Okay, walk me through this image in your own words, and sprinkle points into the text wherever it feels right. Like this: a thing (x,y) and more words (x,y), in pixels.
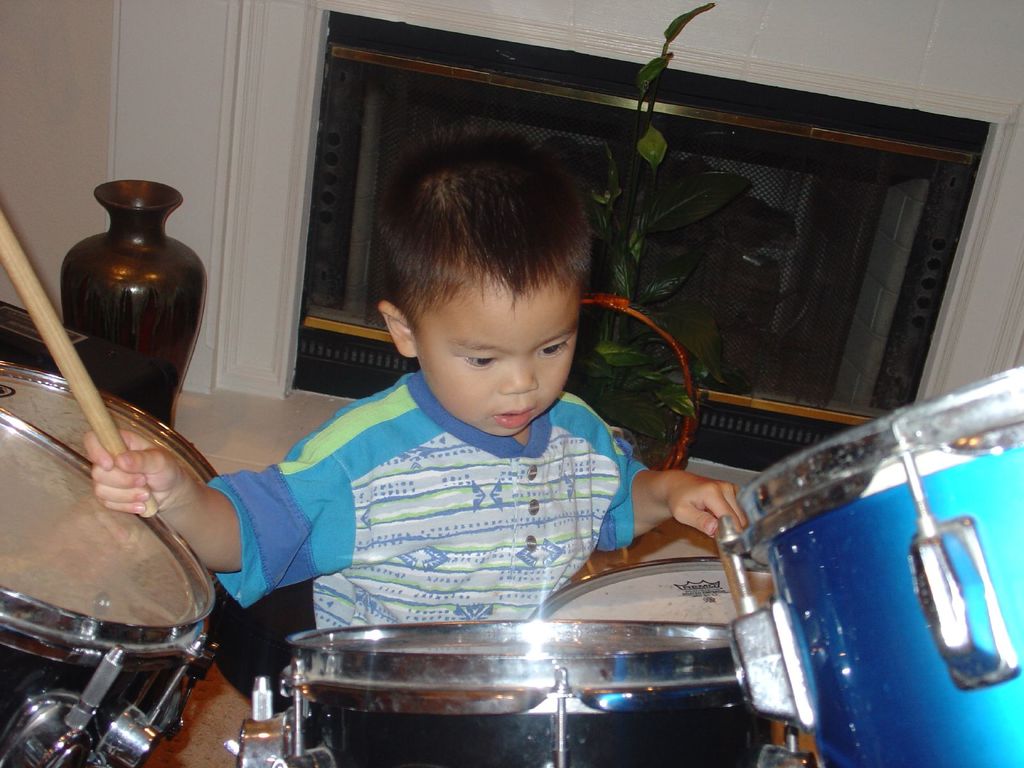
A little boy (460,537) is beating the drums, he wore blue color t-shirt (422,528).
